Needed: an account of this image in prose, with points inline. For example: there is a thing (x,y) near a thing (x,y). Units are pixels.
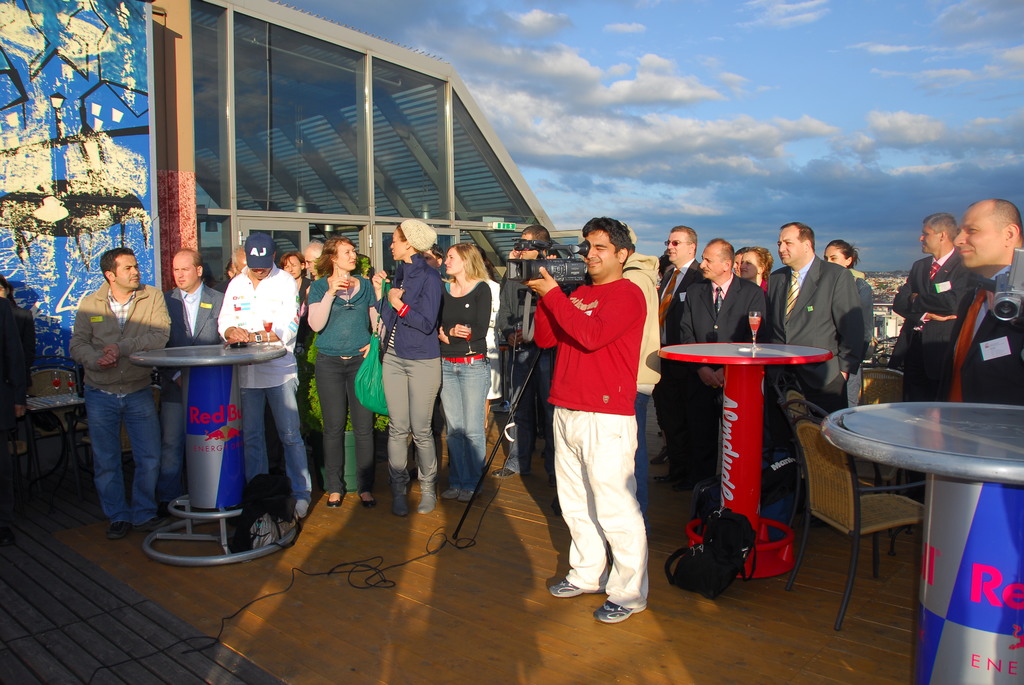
The image consists of number of people (288,275) in which one of the person (594,304) is holding a camera (562,279) and shooting the video. There is another man (256,279) to the left side (267,270) who is near the table (207,364). At the top (864,155) there is a sunny sky (839,99). At the background (93,49) there is a wall (107,46) which has design (85,160) on it.
